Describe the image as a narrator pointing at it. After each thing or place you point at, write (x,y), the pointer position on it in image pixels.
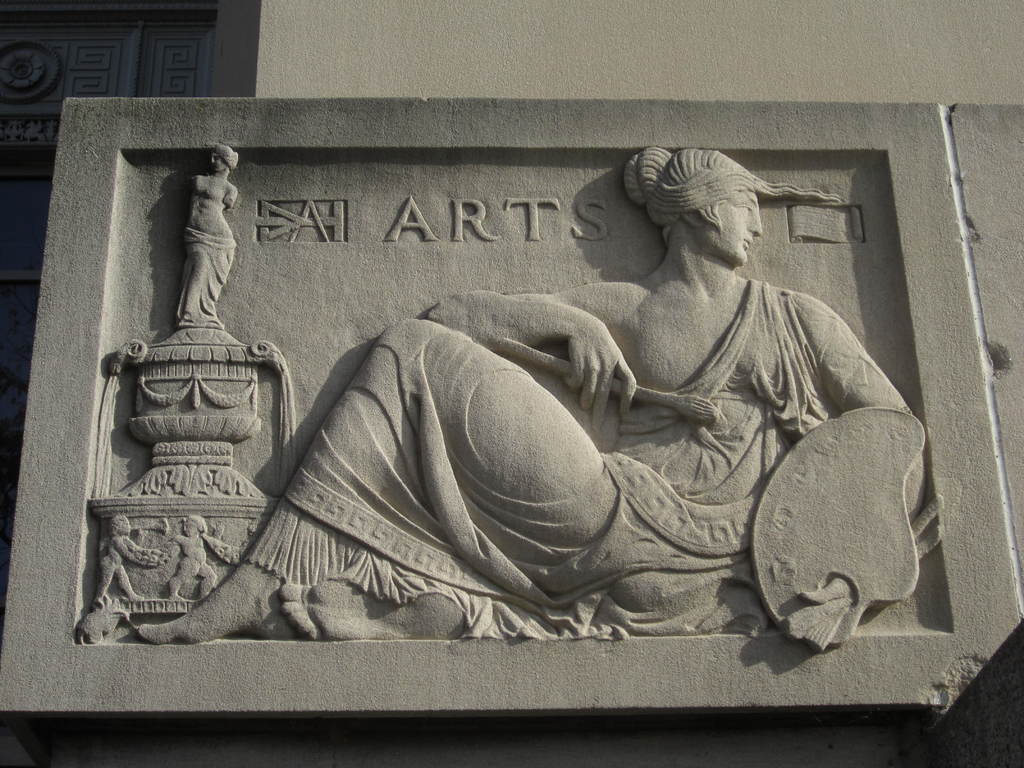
In this image we can see sculpture (300,305) on the wall (651,47).
